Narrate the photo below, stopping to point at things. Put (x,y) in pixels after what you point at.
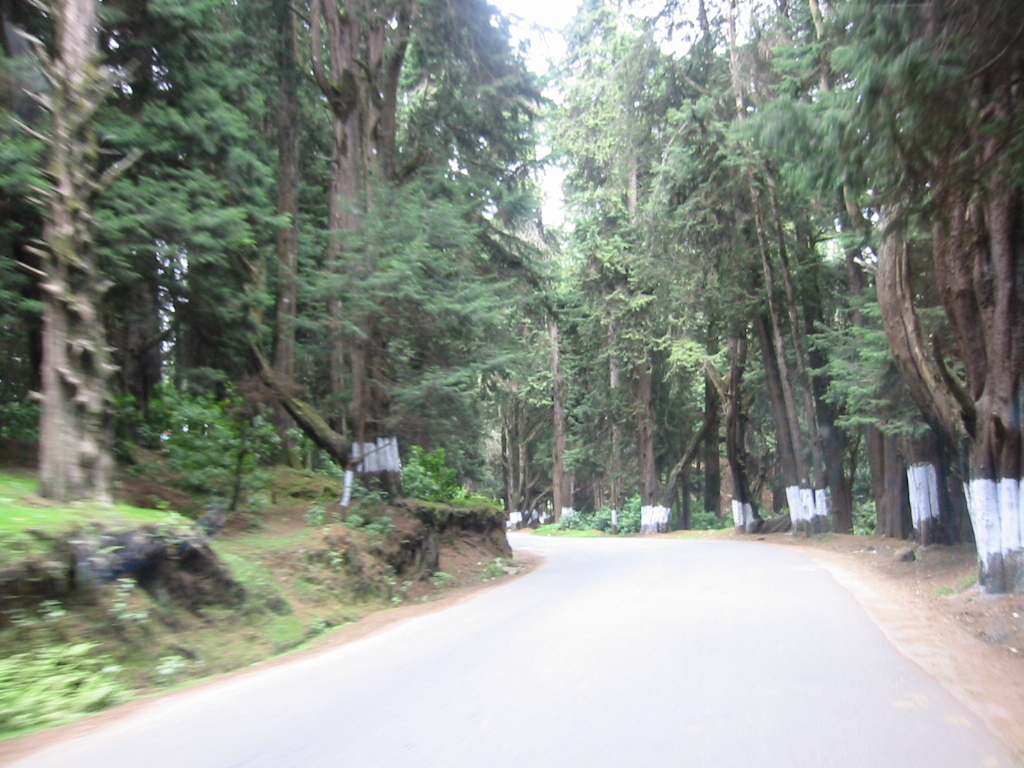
In this picture I can see many trees (629,423), plants (26,672) and grass (74,640). At the bottom (698,635) there is a road (647,594). At the top (556,12) I can see the sky (554,28).
